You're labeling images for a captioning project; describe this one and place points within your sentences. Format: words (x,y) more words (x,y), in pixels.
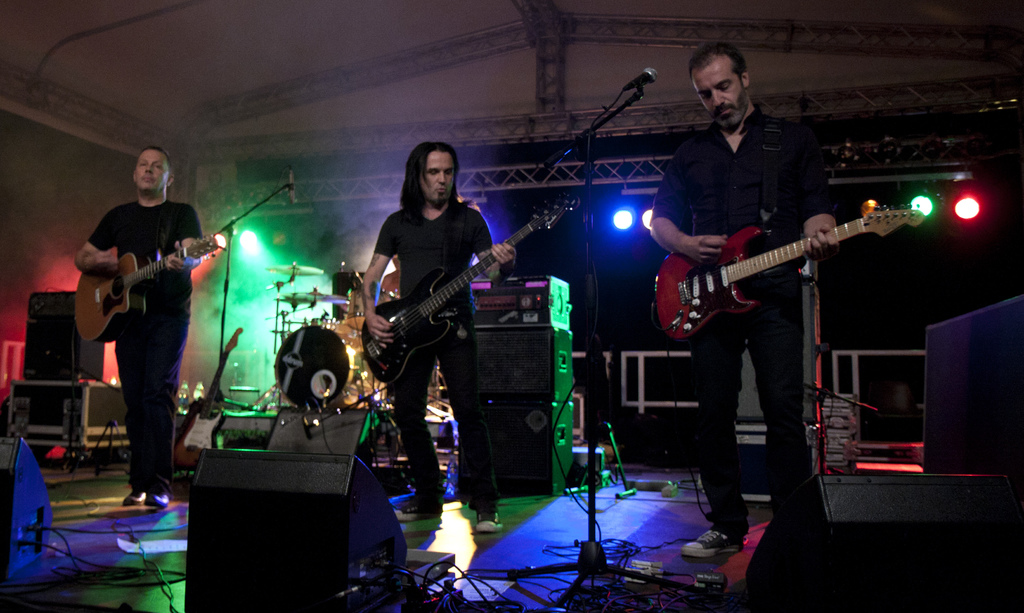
In the image there are three people (420,398) standing and playing guitar (696,287). There is a mic (617,110) placed before them. At the bottom (311,540) there is a speaker (346,551). In the background (341,381) there is a table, band (308,399) and some lights (623,218).
